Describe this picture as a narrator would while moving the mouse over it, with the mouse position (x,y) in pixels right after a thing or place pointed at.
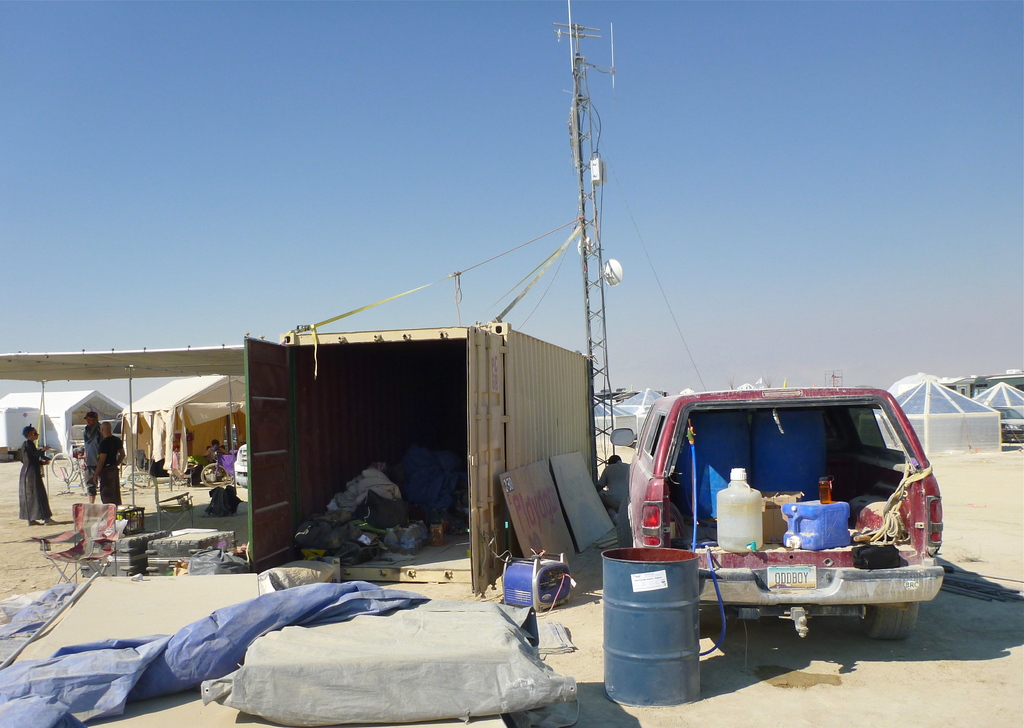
In this picture there are objects (845,505) in the vehicle (861,490) and there is a container (543,437) and there are tents (61,408). On the left side of the image (101,429) there are three persons (22,489) standing and there are objects (348,488) inside the container (382,402). In the foreground (214,658) there is a machine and drum (668,622) and chair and there are objects (443,634) and there is a person (615,473) sitting behind the vehicle (643,537) and there is a pole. At the top (533,111) there is sky (368,104). At the bottom (823,642) there is sand (902,686).
